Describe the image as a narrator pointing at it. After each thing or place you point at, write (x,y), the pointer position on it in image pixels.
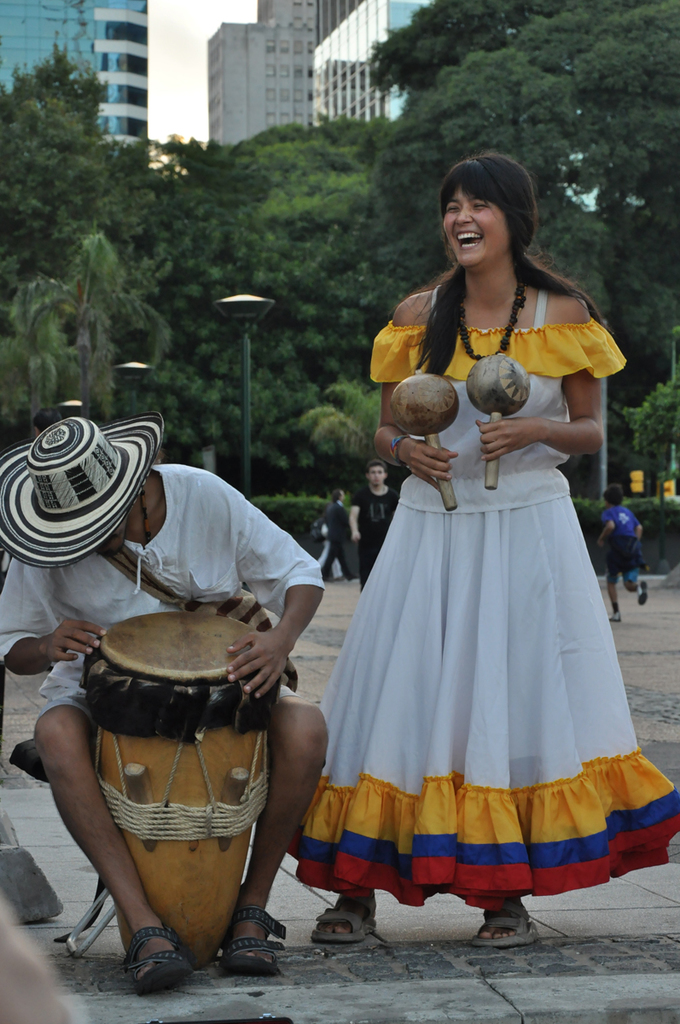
In this image I can see a man (0,630) sitting on a chair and a woman (540,336) is standing. Both of them are holding musical instruments (175,673) in their hands (527,438). In the background (233,298) I can see few more people (337,494), a street light (246,360), number of trees (316,335) and buildings (286,78).
